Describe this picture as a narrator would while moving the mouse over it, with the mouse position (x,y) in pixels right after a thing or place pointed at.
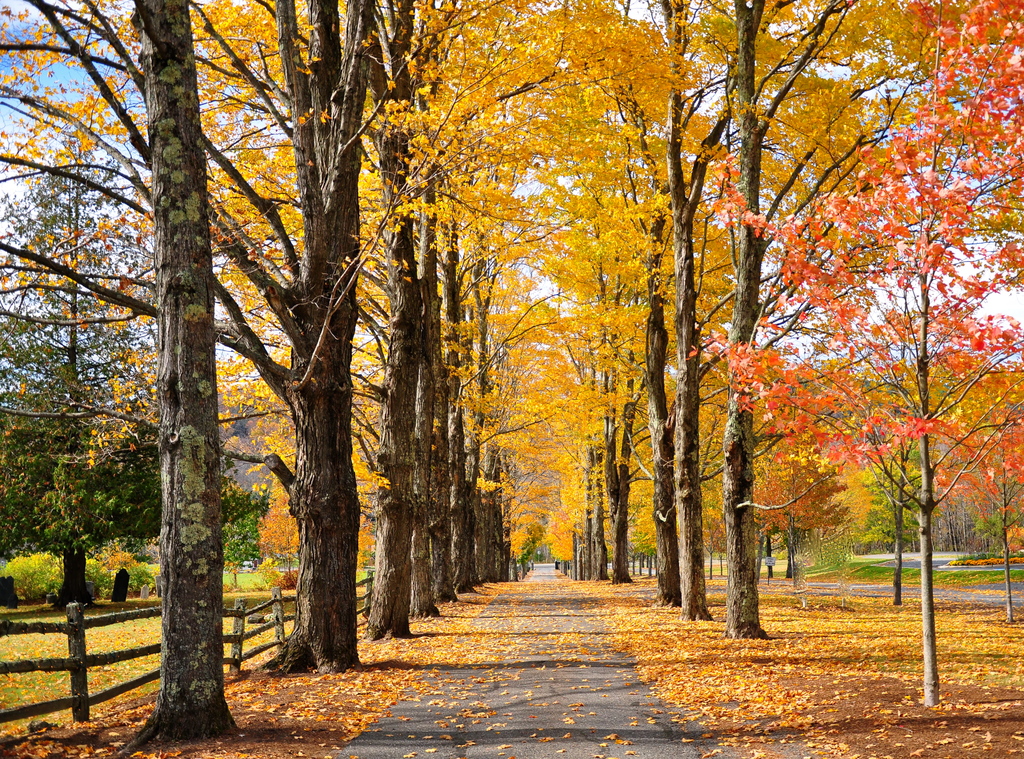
In this image we can see road (458,707), dried leaves (623,648), fence (83,672), grass (981,572), plants (271,570), and trees (643,272). In the background (16,148) there is sky (36,160).
